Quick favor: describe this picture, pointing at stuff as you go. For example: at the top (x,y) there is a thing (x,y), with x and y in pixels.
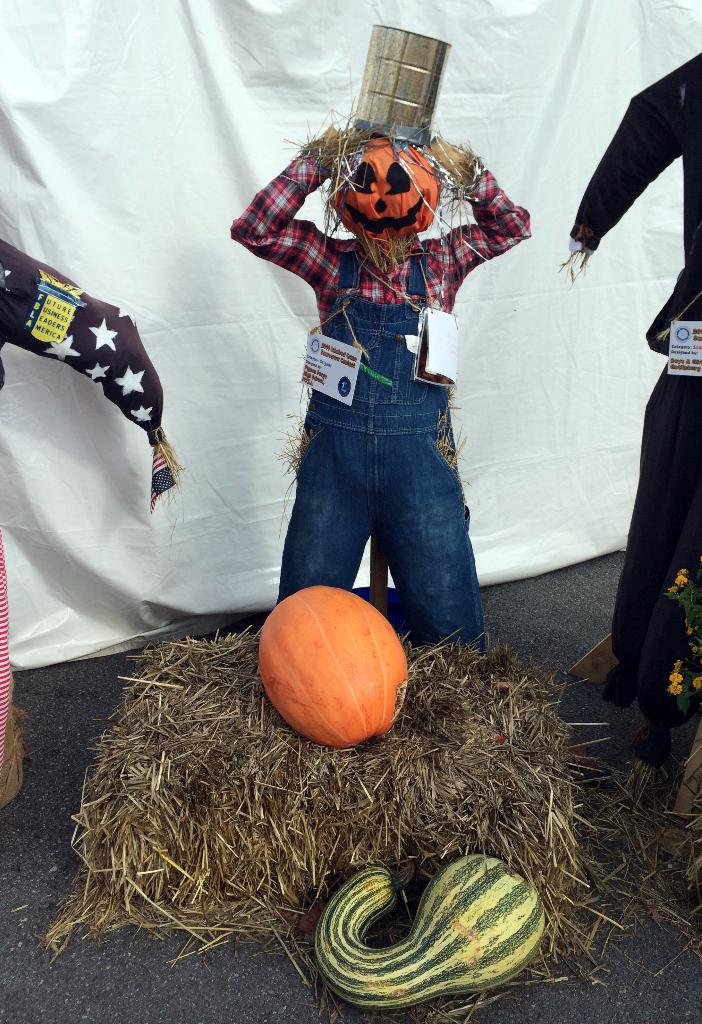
In this image I can see a pumpkin (336,645) which is orange in color on the grass (237,796) and another fruit (465,920) which is green in color on the ground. I can see few objects (407,389) which is wearing dress (386,295) which is red, black and blue in color is standing and a container (410,86) on top of it. I can see a white colored sheet (182,125) in the background (167,145).
